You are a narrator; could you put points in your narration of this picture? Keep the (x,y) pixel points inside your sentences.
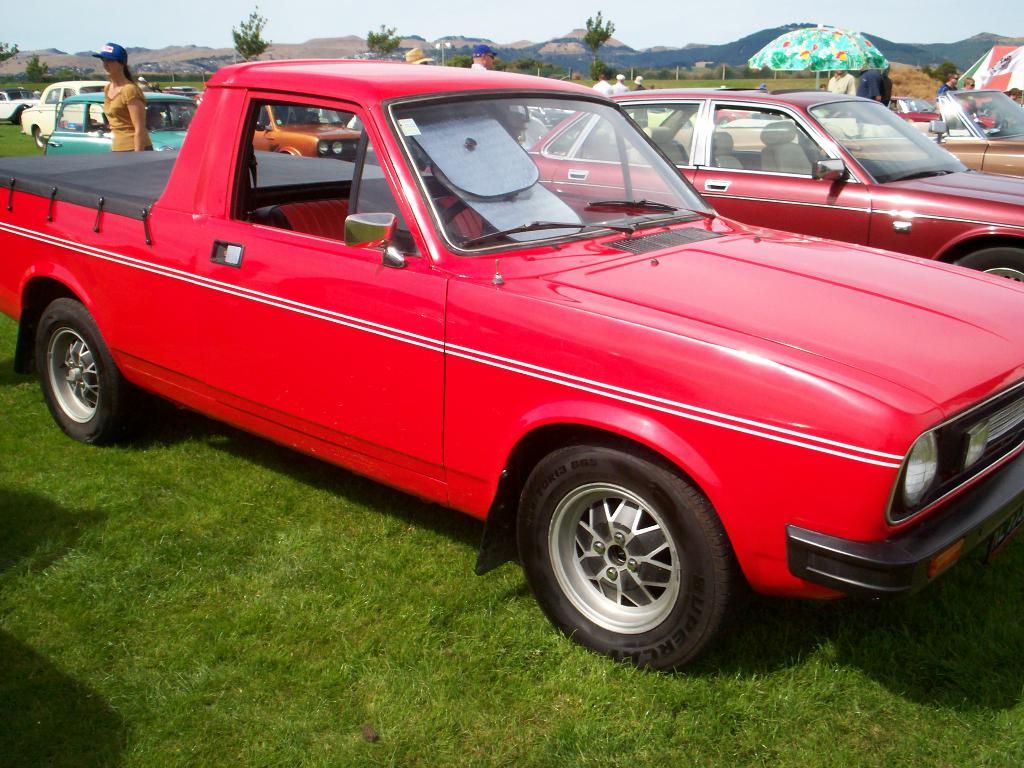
In the picture we can see some cars (760,375) are parked on the grass surface (991,598), in the middle of the cars (887,435) we can see some people (955,80) are standing and in the background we can see some hills (922,60) and the sky (927,29).
